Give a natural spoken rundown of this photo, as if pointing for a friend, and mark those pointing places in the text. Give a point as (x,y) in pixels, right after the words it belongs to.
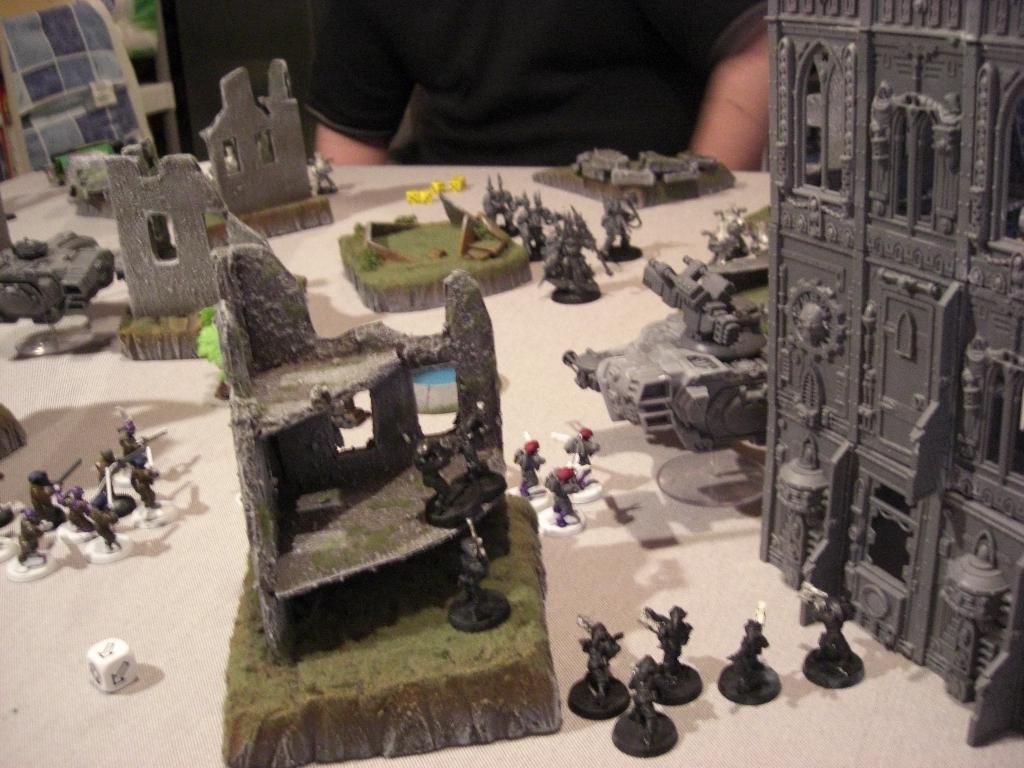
In this picture we can see toys (12,560) of some persons (37,480) holding guns (469,529) with their hands (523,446), vehicles (31,247), buildings (458,400) and a dice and these all are placed on a table (13,229) and beside this table (48,404) we can see a person (440,79).
